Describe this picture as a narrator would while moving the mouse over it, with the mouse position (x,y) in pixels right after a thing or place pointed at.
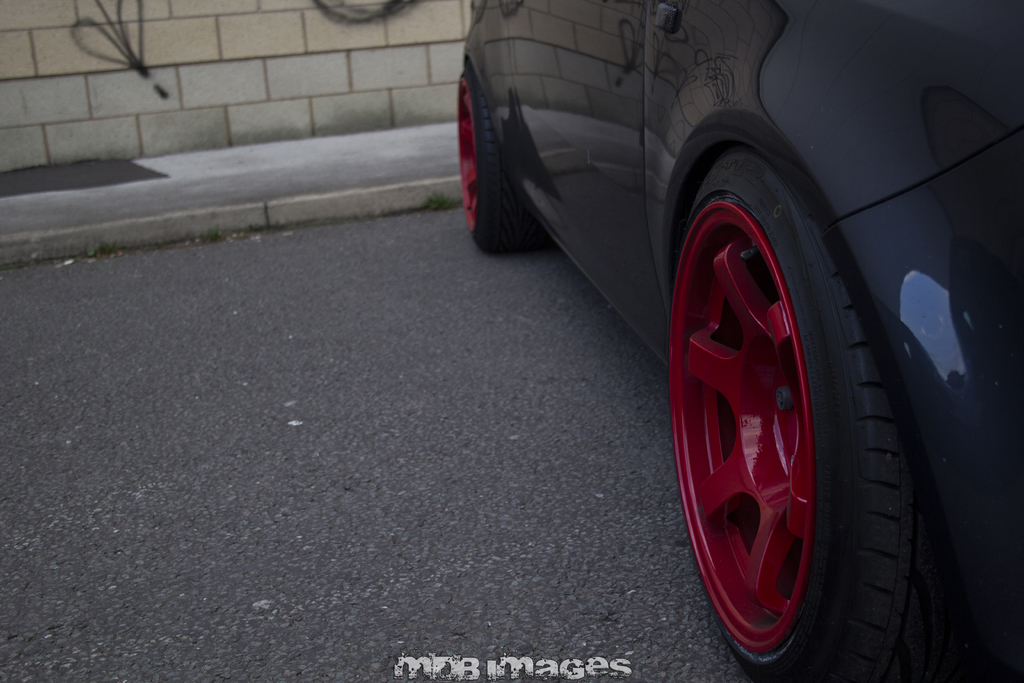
In this picture we can see a car (800,234) on the path (395,628). There is some text (424,664) visible at the bottom of the picture (513,661). We can see a wall (193,39) in the background (313,39).
